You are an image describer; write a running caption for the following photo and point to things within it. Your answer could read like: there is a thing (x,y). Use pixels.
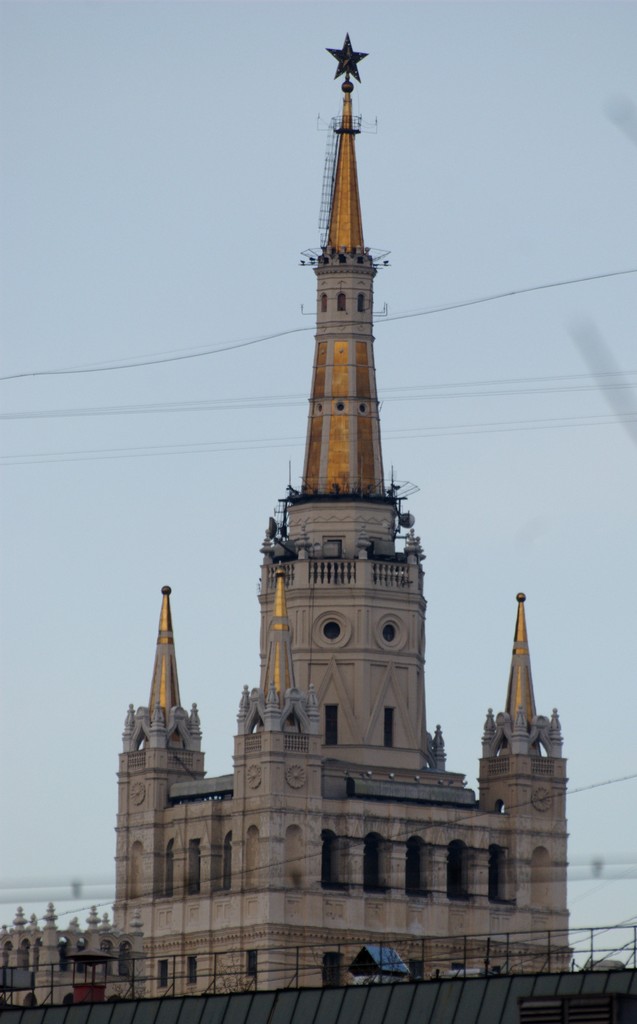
In the picture we can see a historical building (317,830) with a pointed spire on the top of it and on the top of it we can see a star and near the building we can see a railing (599,950) and behind the building (402,784) we can see a sky (378,355).
